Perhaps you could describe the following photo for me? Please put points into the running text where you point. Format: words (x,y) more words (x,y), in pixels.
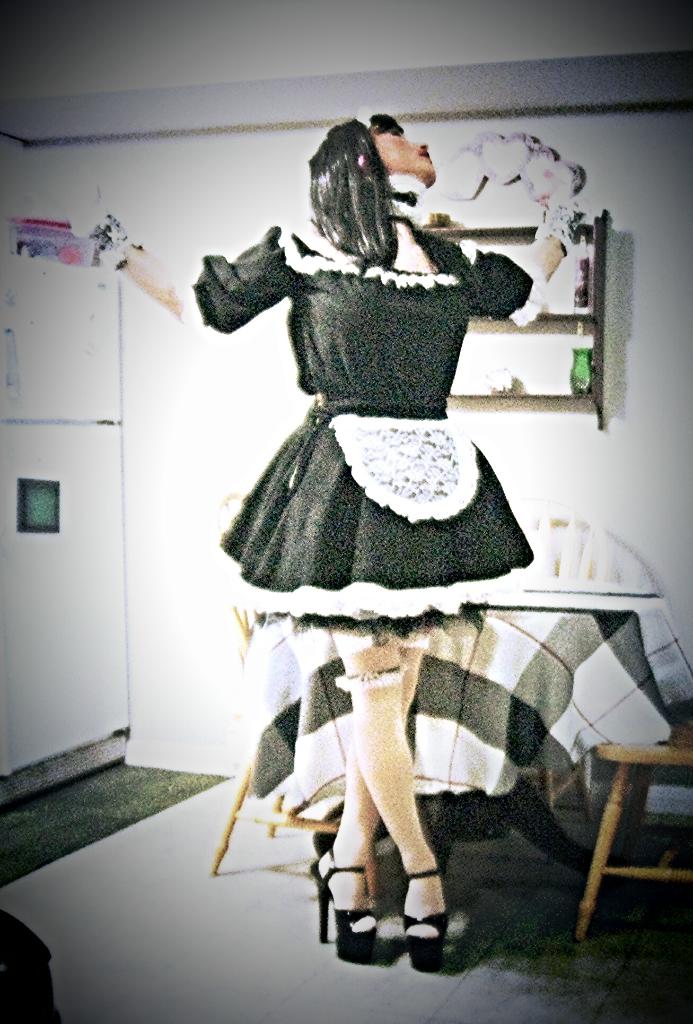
In this image we can see a woman (348,853) standing on the floor (63,981), behind her, we can see the chairs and a table (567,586) covered with the cloth (497,629), in the background (134,344), we can see the wall (521,437) with some objects (512,236) on it and also we can see a refrigerator (96,279) on the floor (108,784).
